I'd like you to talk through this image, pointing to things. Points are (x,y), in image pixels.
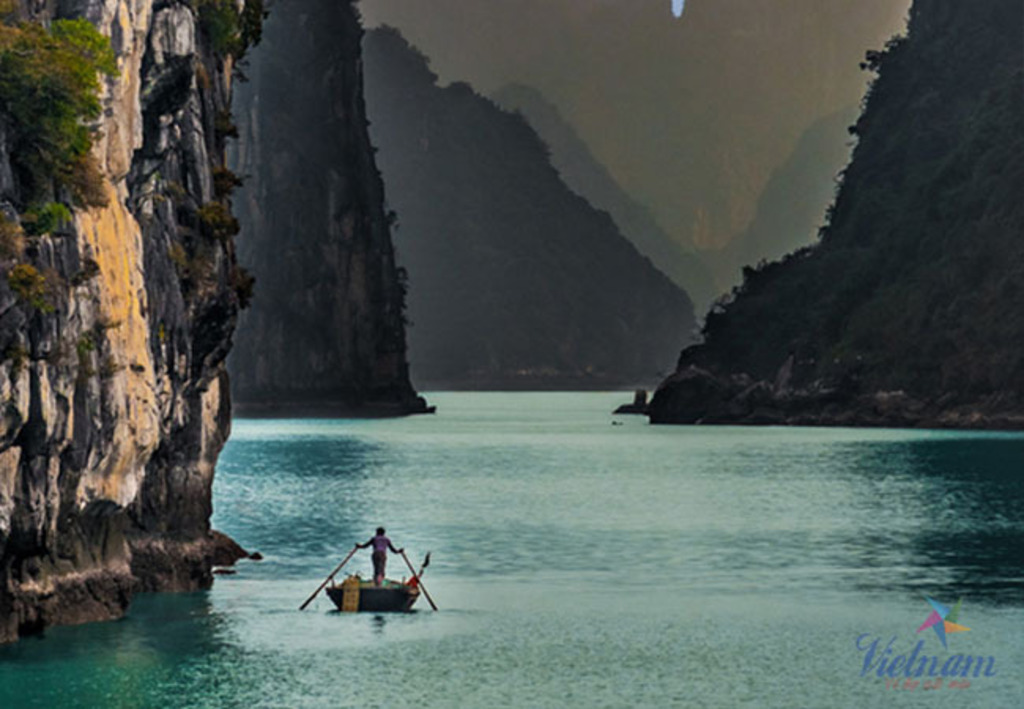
There is water (501,488). On the water (563,595) there is a boat (375,605). On the boat (389,589) there is a person (381,556) standing and rowing with paddles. On the sides of the water (515,442) there are hills (509,240). On the hills (90,205) there are trees (1015,201). In the right bottom corner (926,646) there is a watermark (913,665). In the background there is sky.
